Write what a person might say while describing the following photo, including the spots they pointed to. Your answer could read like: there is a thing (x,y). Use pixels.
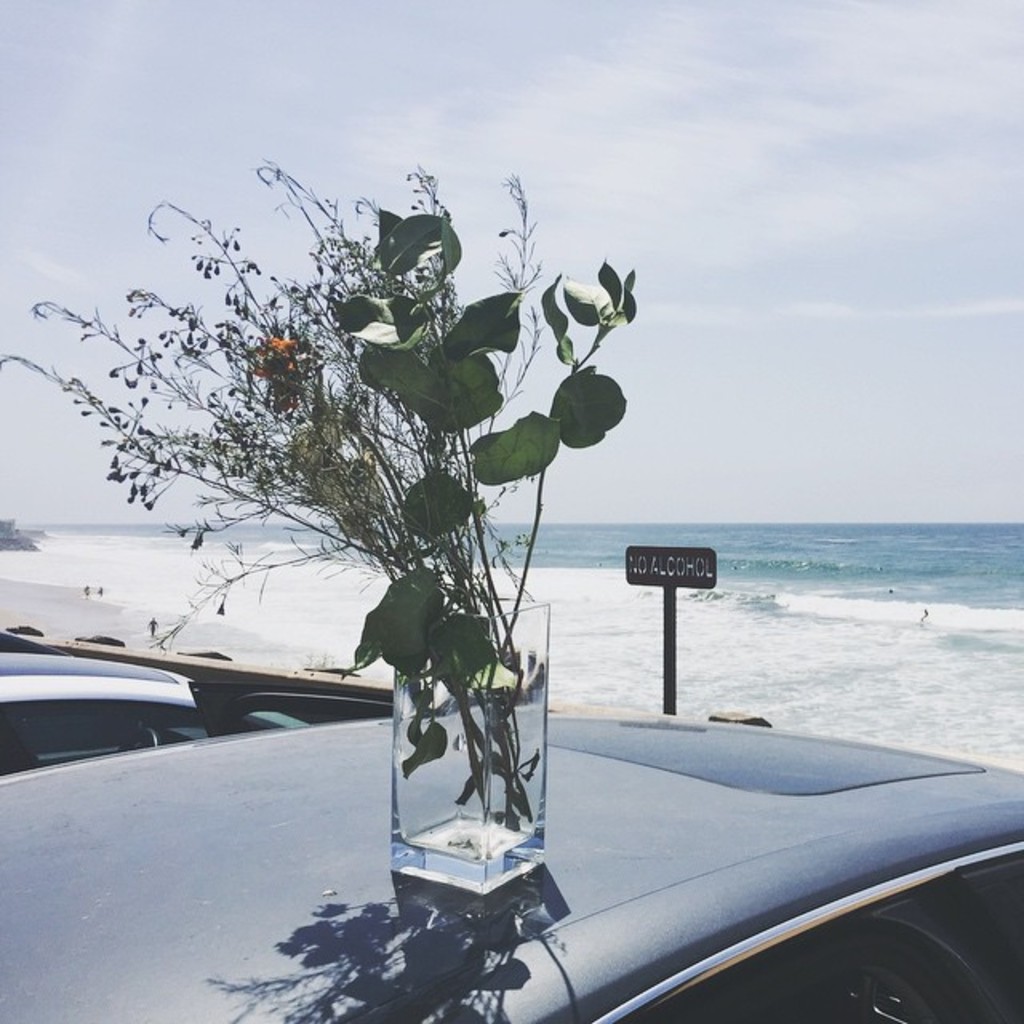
In this image, in the middle (475,527), we can see a glass (537,836) with some plant (489,583) in it and the glass (454,869) is placed on the car (327,750). In the background (668,666), we can see a board (668,662), a group of people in the water (985,634). At the top (849,214), we can see a sky (690,143), at the bottom (939,683), we can see water (563,570) in an ocean (155,570) and a sand (55,593).
